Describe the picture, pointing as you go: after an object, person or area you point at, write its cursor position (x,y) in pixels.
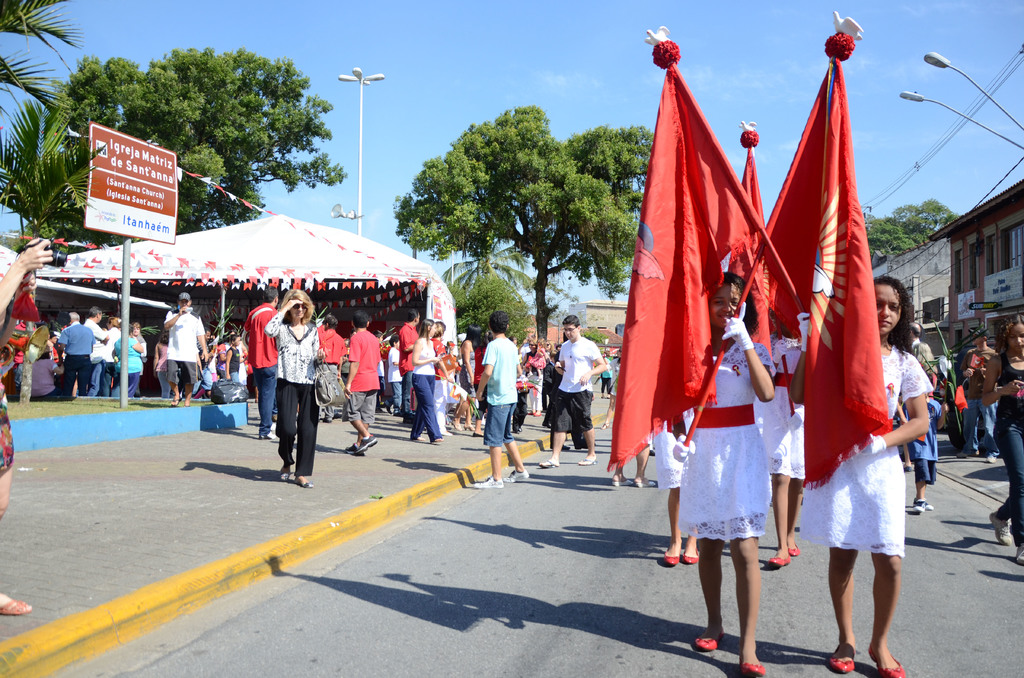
In this picture, we can see a few people (457,382), and a few (733,392) are holding some objects (837,269) like flags (670,321), bags (335,386), camera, and we can see the road (487,558), ground (183,498) with grass (81,402), poles (128,253), board (151,214) with some text (139,226), shed (310,274), buildings (936,299) with windows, lights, wires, and we can see the sky (711,60).
